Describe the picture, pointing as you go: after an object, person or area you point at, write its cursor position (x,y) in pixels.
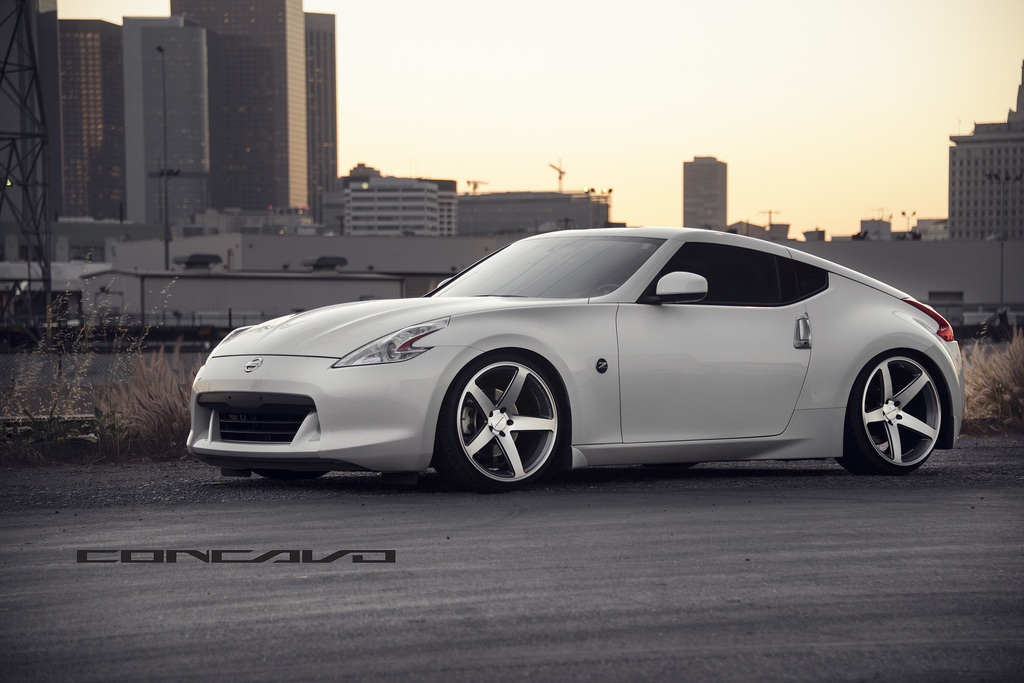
In this image I can see the car (587,432) on the road (731,493). To the side of the car (201,405) I can see the plants (176,396). In the background (326,215) there are many buildings (566,209) and the sky (557,112).
